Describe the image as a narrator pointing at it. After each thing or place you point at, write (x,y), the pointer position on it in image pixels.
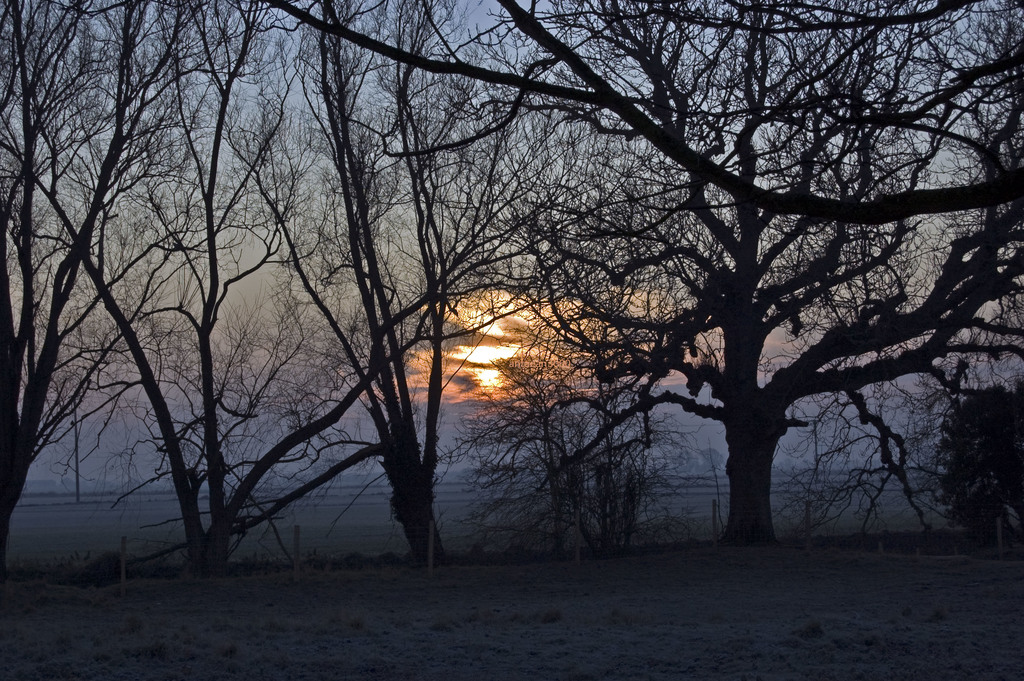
In the picture I can see trees (383,447). In the background (523,348) I can see the sky (522,356).
